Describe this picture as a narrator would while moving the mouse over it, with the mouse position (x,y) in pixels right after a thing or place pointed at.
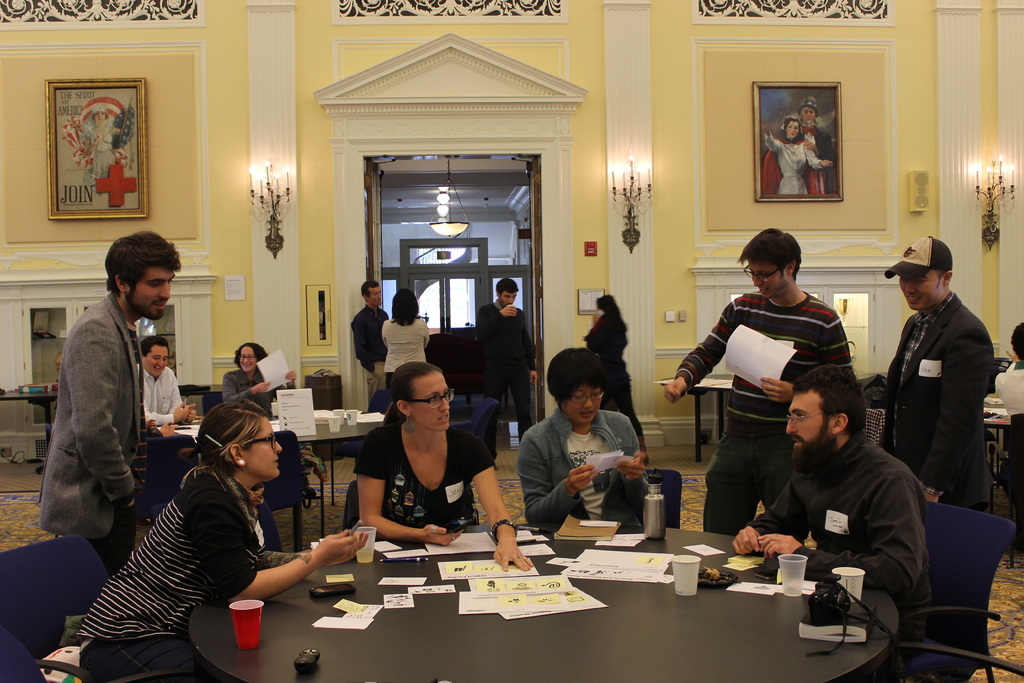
In this picture, There is a black color table (419,661) on that table (774,665) there are some white color glasses (688,573) and there are some papers (544,589), There are some people (206,527) sitting on the chairs (288,507) around the table (292,617), There are some people (898,393) standing and in the background (868,139) there is a yellow color wall (663,83) and there are some pictures (97,151) on the wall (855,156).
